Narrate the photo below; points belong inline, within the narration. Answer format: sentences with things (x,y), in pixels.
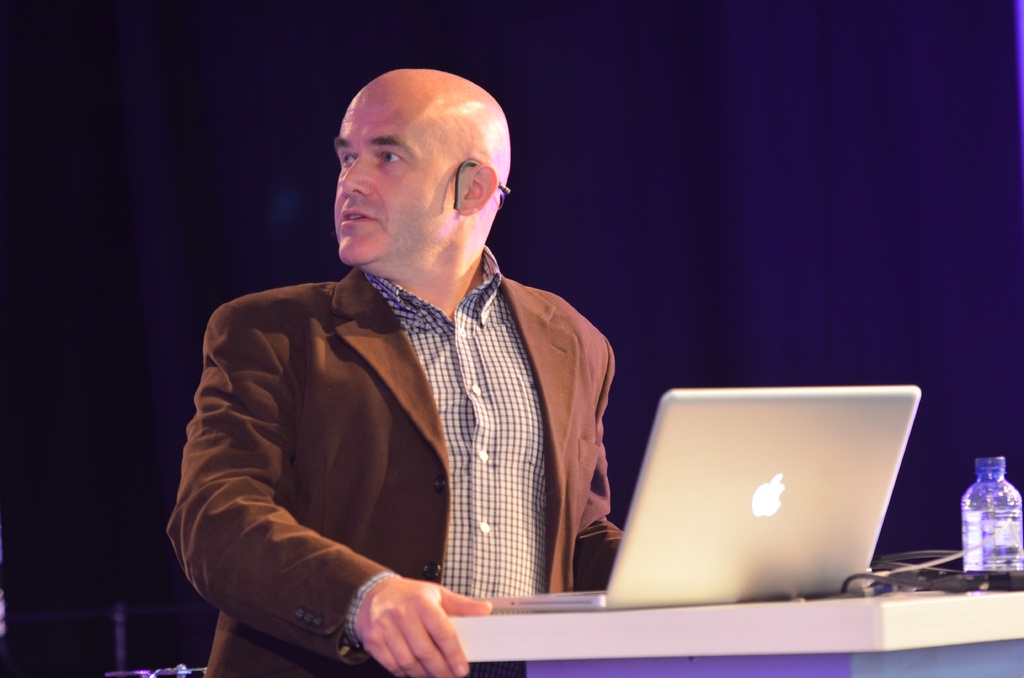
In this picture we can see a man (301,386) in front of him we can find a laptop (810,496) and bottle (992,486) on the table (775,609).
